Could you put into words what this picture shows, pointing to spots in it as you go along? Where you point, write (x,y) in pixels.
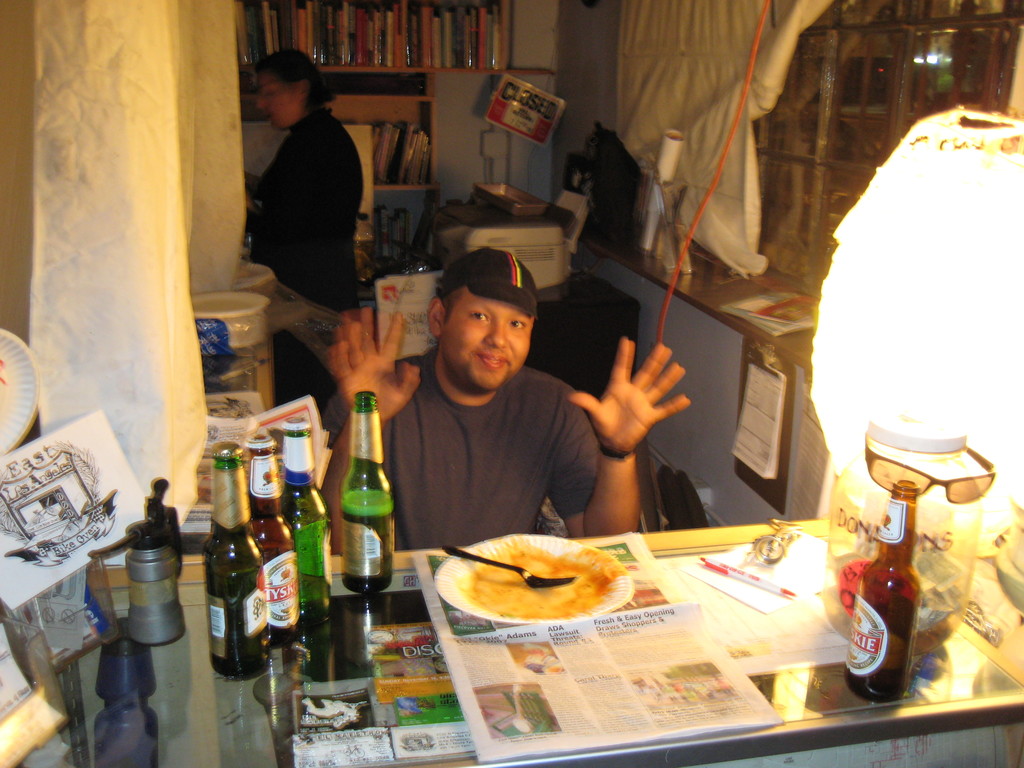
In this image, There is a table (263,712) on that there are some bottle (373,570) and there is a plate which is in white color, There is a man (491,472) sitting on the chair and in the background (398,52) there are some books (430,48) in the shelf (381,54) and there is a curtain (146,114) which is in white color.
